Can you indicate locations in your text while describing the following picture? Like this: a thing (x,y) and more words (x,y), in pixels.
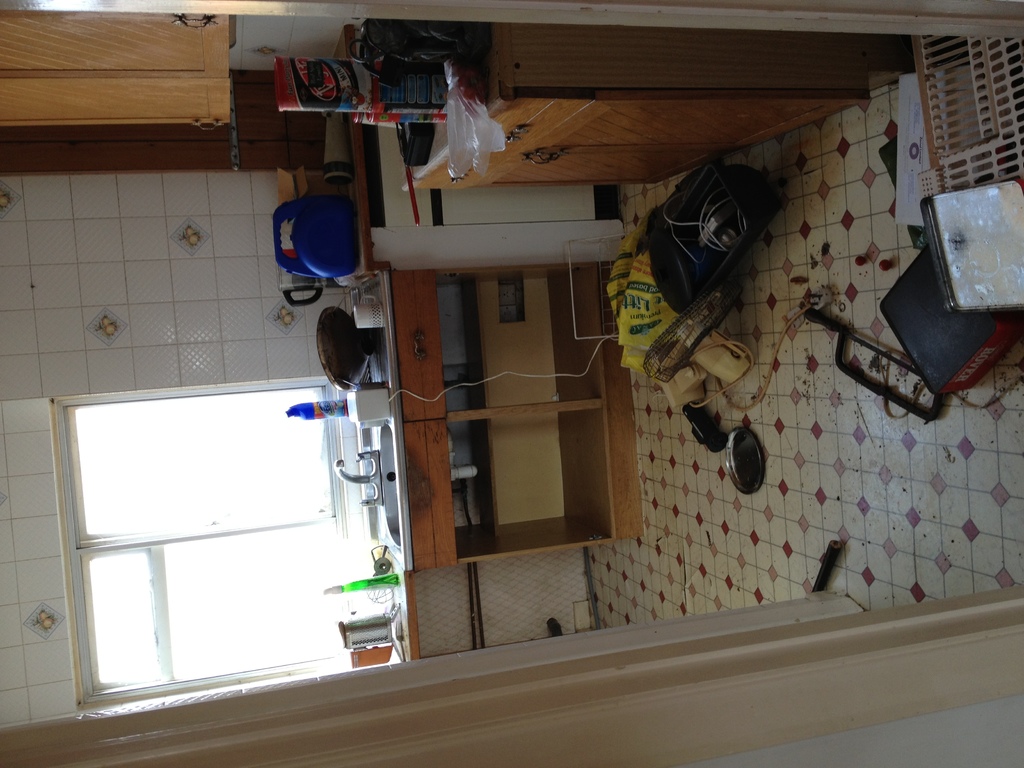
In this image I can see few drawers (431,420), cupboards (532,124), few bottles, a white colour mug (372,313), a sink (388,449), water tap (341,472) and on floor (967,416) I can see few boxes (955,325), a tool (871,371), a plate (758,453), a fan (724,302), a bag (703,270) and a yellow colour thing (638,330). I can also see many more other stuffs (321,316) over here.
